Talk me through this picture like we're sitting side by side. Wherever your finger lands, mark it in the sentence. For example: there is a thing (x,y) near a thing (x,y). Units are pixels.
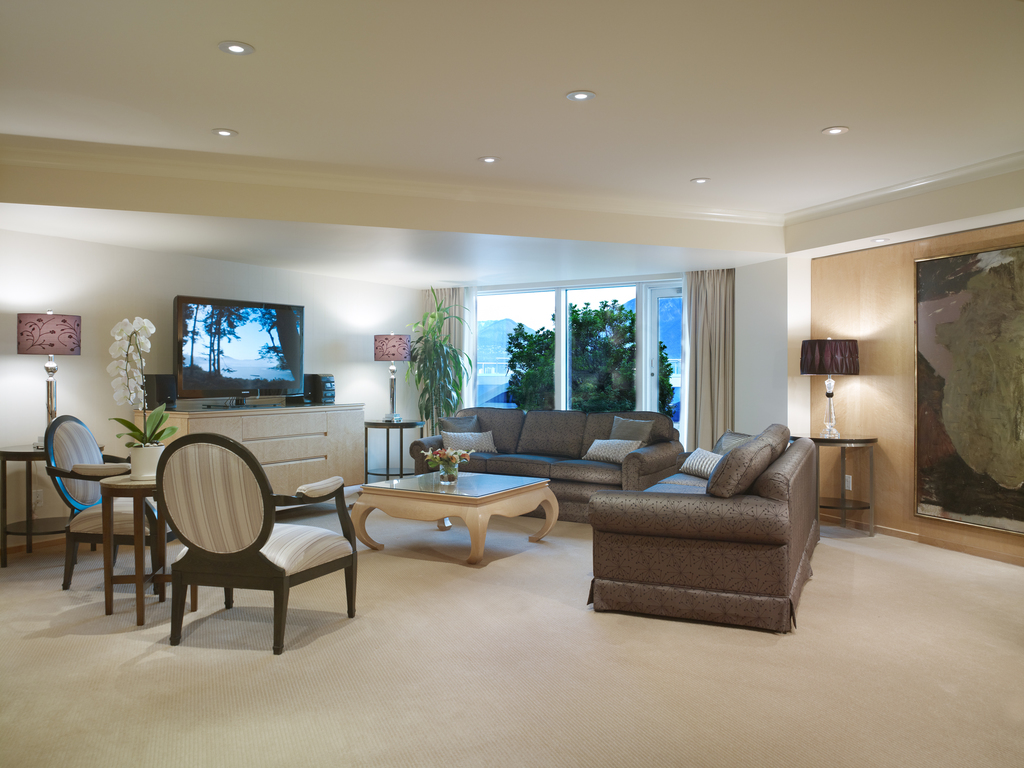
In this picture we can see living room (608,441) with sofa set (556,466), table (489,489) and chairs (166,508) and TV (237,393) on the table (263,434). We can also see the lamps (77,348) and the wall (115,295) and the roof (240,65) with light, we can also see the trees (583,340) and the sky (544,324), we can also see the frame (969,368).
